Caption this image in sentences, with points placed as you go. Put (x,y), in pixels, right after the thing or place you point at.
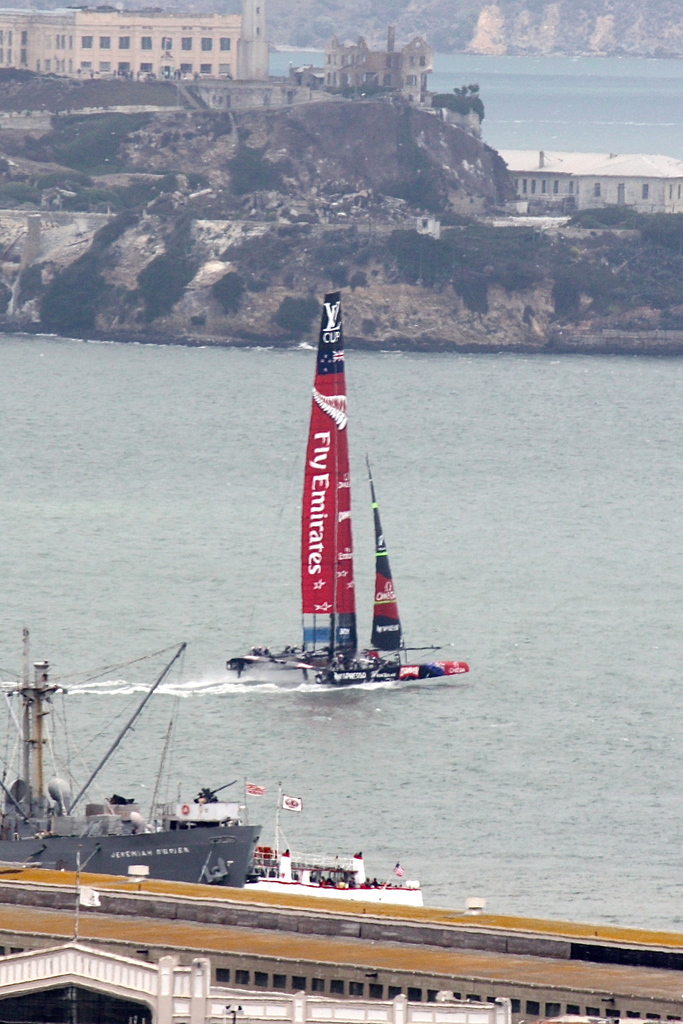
In the foreground (356,637) I can see boats (424,676) in the water (294,775). In the background (669,335), I can see trees (642,277), buildings (337,47), stones (451,181) and mountains (350,168). This image is taken may be near the ocean (276,436).
